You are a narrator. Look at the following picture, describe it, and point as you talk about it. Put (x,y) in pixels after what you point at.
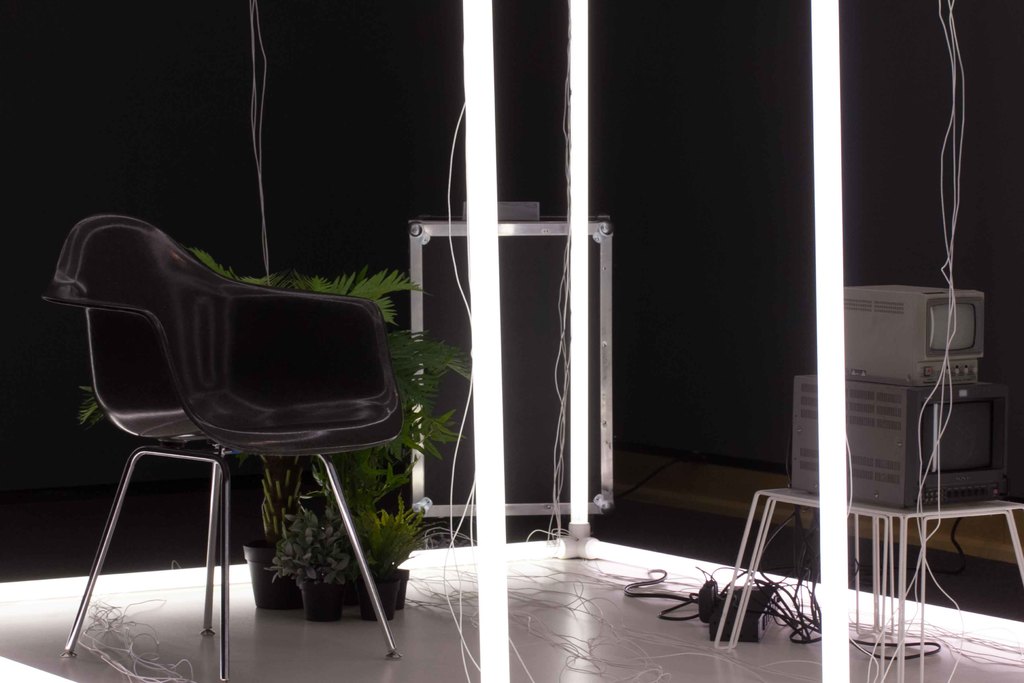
In the left side (206,398) it is a chair (324,338) which is in black color and these are the plants (302,462).
